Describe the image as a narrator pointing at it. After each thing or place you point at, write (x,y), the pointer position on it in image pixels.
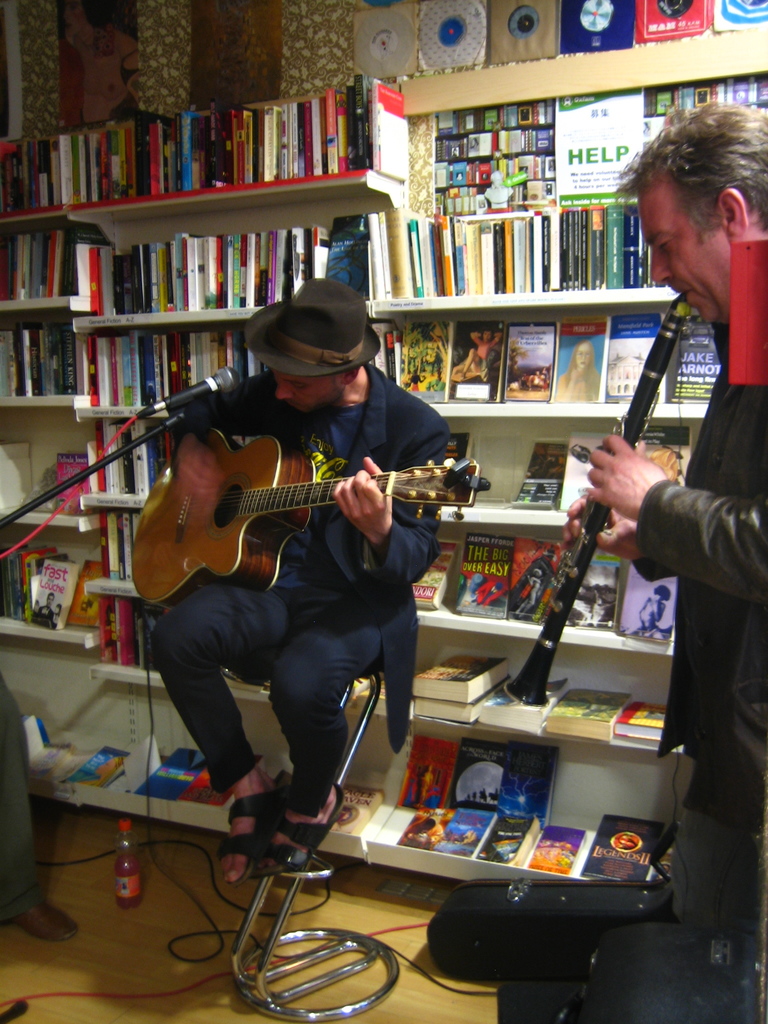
As we can see in the image there are shelves (532,403) filled with books (541,452) and there are two people (751,531). The man (307,544) who is sitting here is holding guitar (279,521) and in front of him there is a mic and the man (655,510) on the right side (700,510) is playing musical instrument (560,580).
